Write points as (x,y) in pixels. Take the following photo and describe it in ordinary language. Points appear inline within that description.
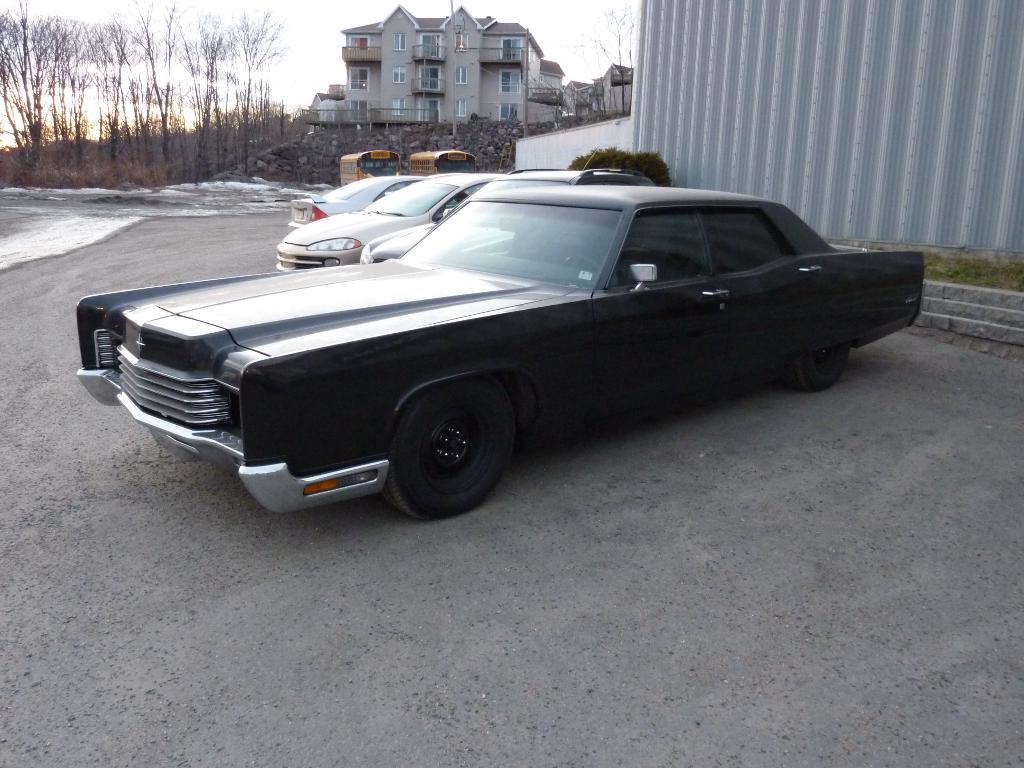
In this image we can see a few vehicles (496,345) and buildings (395,89), there are some windows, trees (34,118), plants (617,150) and a wall (624,133).
